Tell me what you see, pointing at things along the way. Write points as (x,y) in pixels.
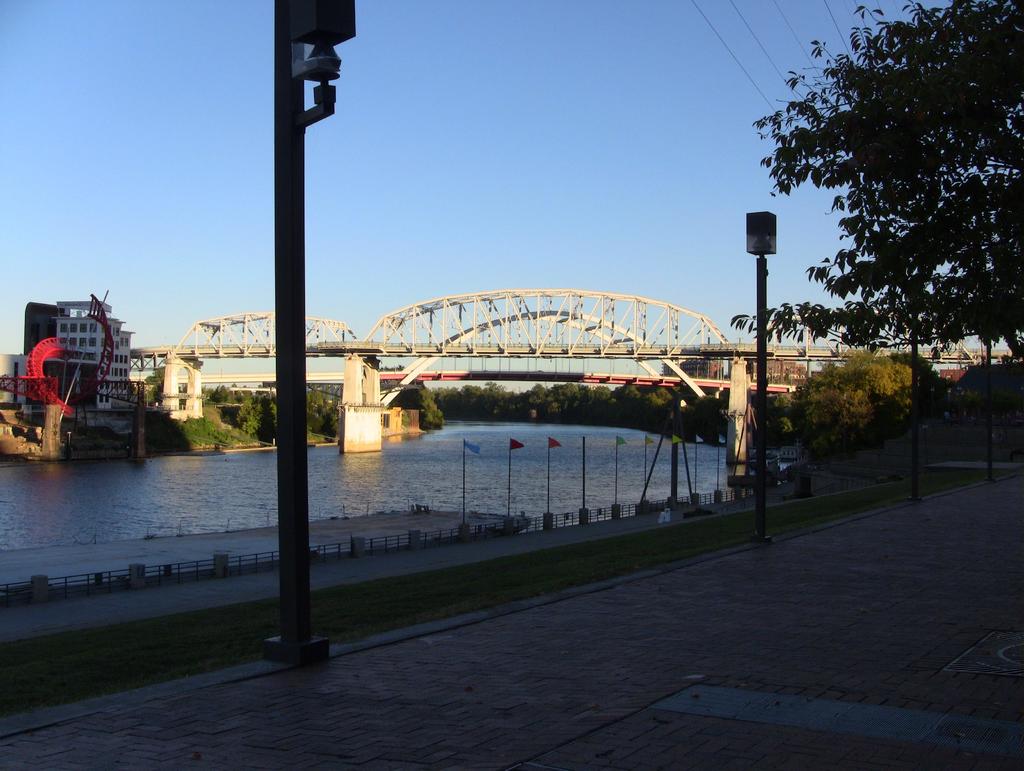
In the foreground of the picture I can see the decorative light poles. In the background (694,462), I can see the river (275,462) and bridge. I can see the flag poles (699,440) on the side of the river (443,483). In the background (60,367), I can see the buildings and trees (628,417). I can see the electric wires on the top right side (780,79). There are no clouds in the sky (458,156).
